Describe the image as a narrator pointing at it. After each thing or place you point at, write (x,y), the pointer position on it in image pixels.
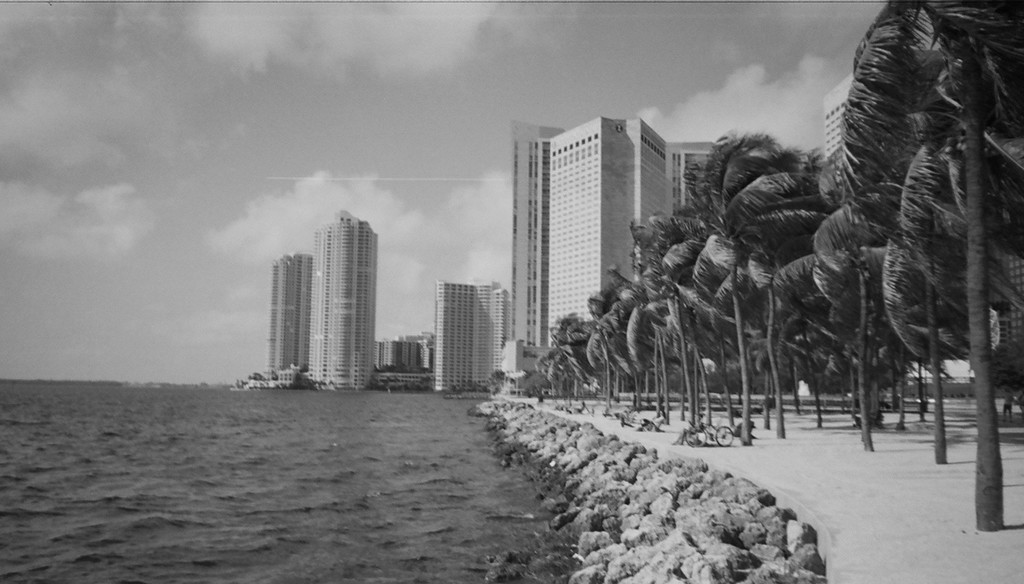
This is a black and white image where we can see the water (263,516), rocks (563,526), trees (977,278), tower buildings (608,206) and the sky (430,214) with clouds (118,15) in the background (815,28).
